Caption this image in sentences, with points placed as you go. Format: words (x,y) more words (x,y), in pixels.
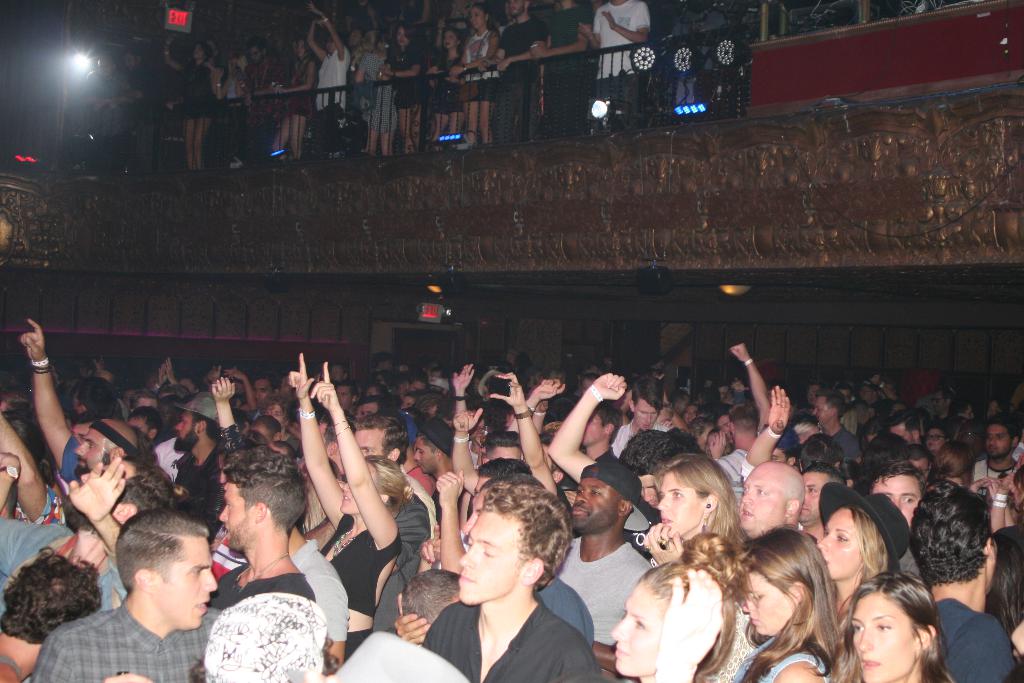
In this image there are group of people (297,427) dancing, a few of them are holding phones (506,393) and few of them are standing behind the balcony (318,91) and cheering, we can also see few lights (730,62) and exit boards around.
